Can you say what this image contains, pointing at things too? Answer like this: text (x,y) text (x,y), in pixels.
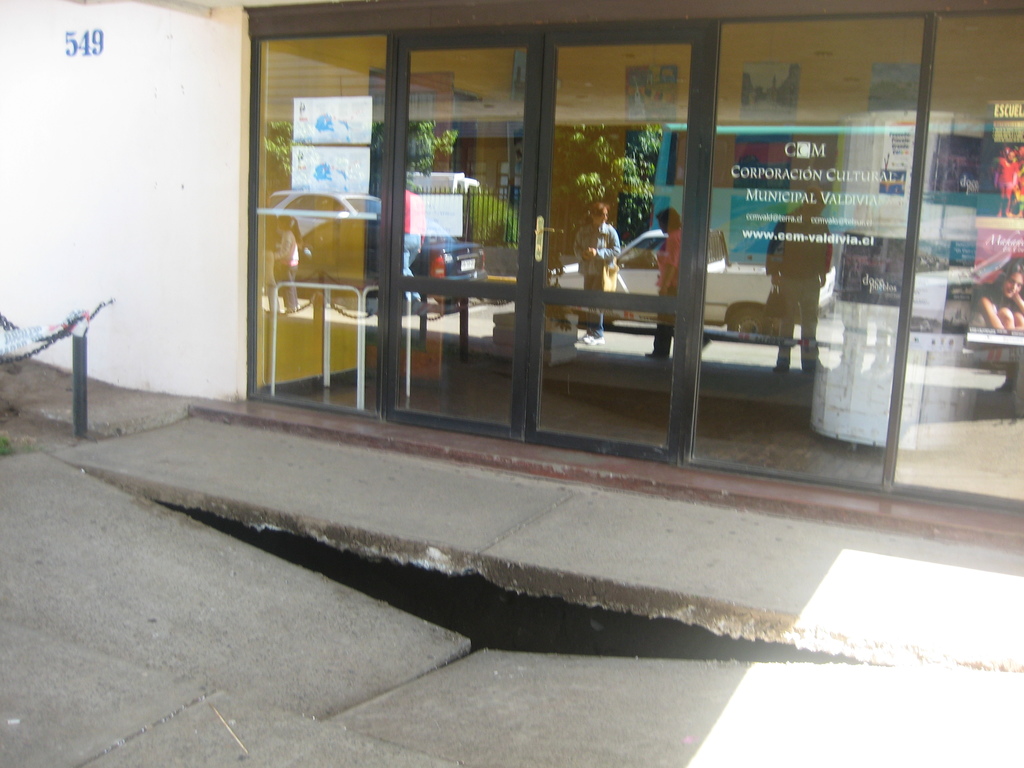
In the foreground of this picture (339,684), there is a broken surface (426,659). In the background (505,287), there is a glass door (504,334), wall (184,227), and a pole (82,378). In the reflection (596,260) of the glass (646,250) we can see vehicles (647,267) moving on the road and few persons (590,250) standing.
